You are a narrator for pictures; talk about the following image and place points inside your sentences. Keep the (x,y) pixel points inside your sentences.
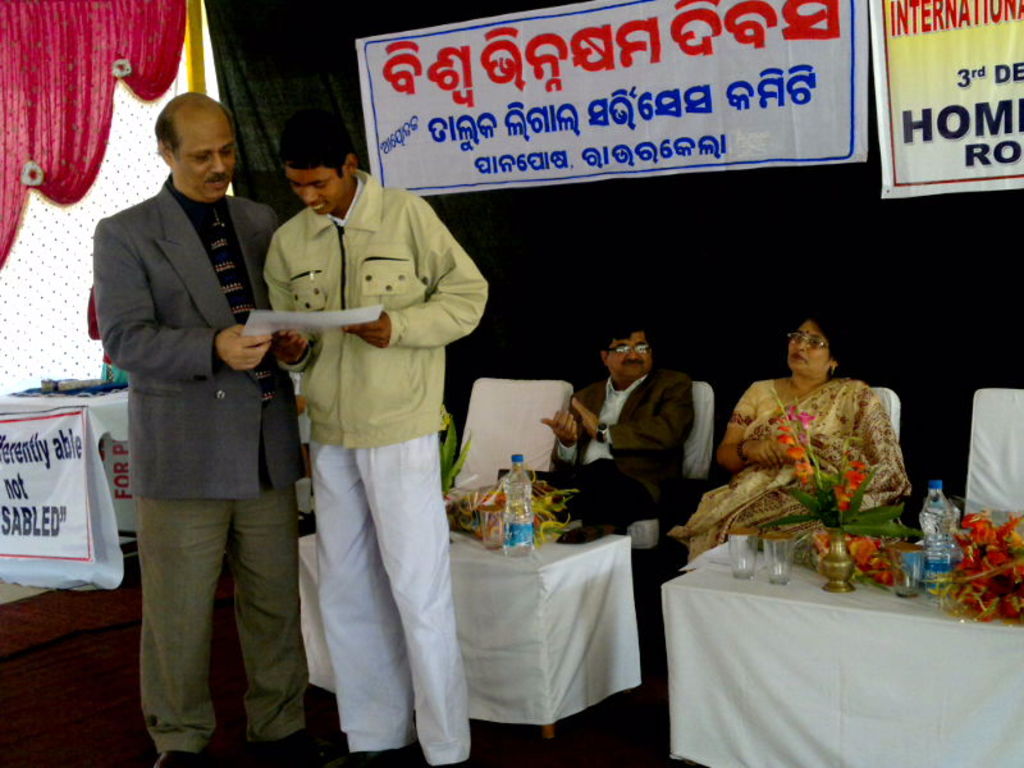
In the center of the image (381,315) we can see two persons (196,473) standing on the dais (224,690) holding a paper (277,321). In the background (616,490) we can see persons (673,447) sitting on the chairs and we can also see tables (550,620), bottles (511,509), flower vase (827,561), glasses (781,561), banners (774,127) and curtain (66,82).
